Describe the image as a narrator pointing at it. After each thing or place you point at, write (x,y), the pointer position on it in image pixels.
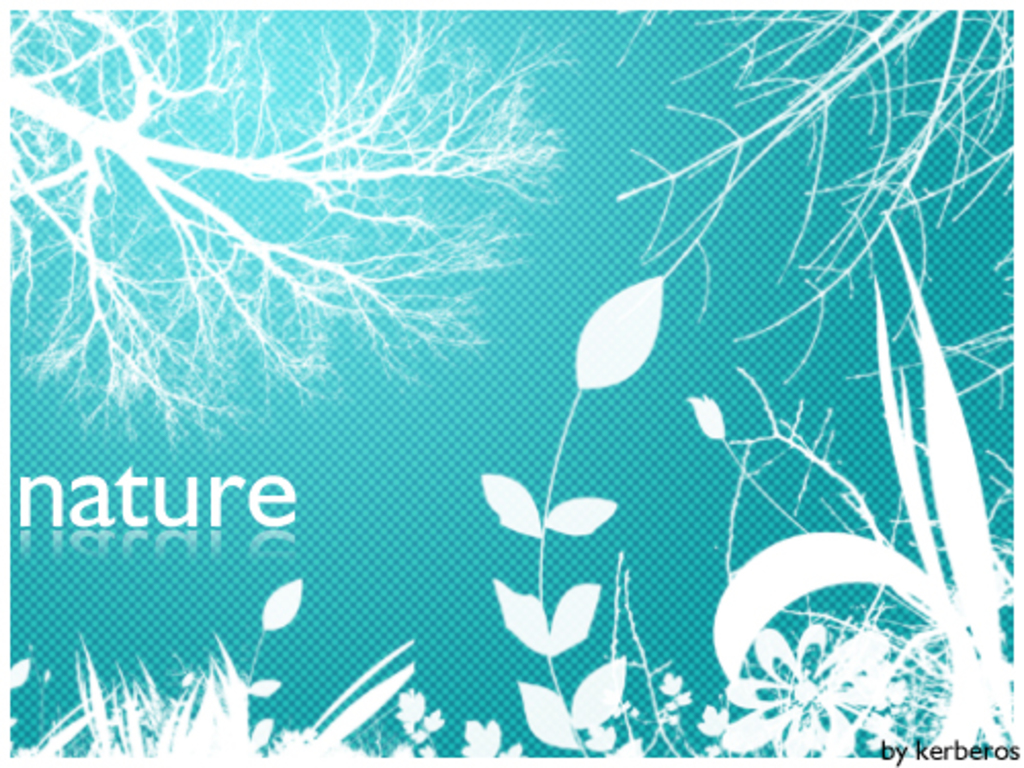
In this picture we can see animated page. On the bottom right corner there is a watermark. On the top left corner (39,95) we can see a tree (385,106). On the bottom (471,752) we can see plants (838,543) and leaves (839,573) in animated image.
